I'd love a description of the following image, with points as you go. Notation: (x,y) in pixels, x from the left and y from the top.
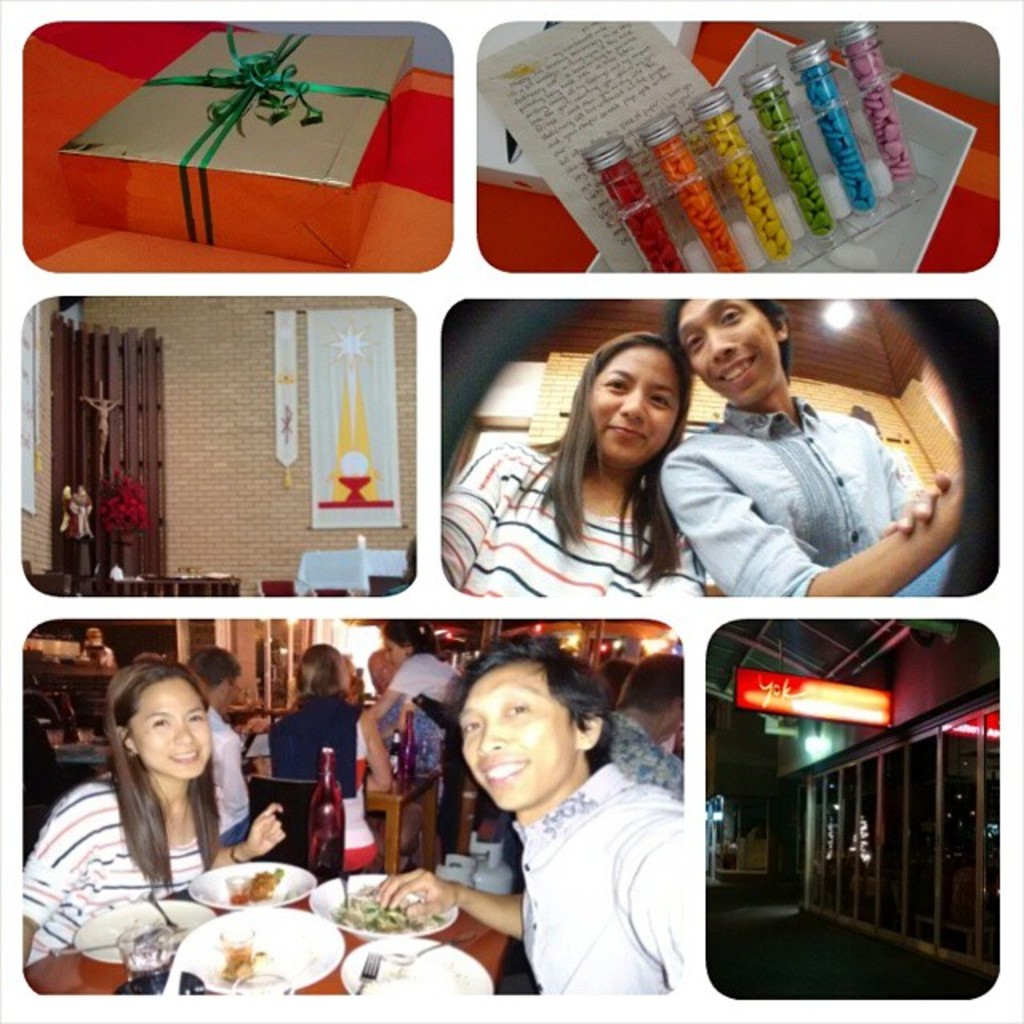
As we can see in the image, there is a box (191,209), wall (205,394), paper (584,68) and two people (185,852) sitting over here and in front of them there is a table (497,951). On table (483,951) there is a bottle (334,830), plates (326,929) and bowl (280,891).
